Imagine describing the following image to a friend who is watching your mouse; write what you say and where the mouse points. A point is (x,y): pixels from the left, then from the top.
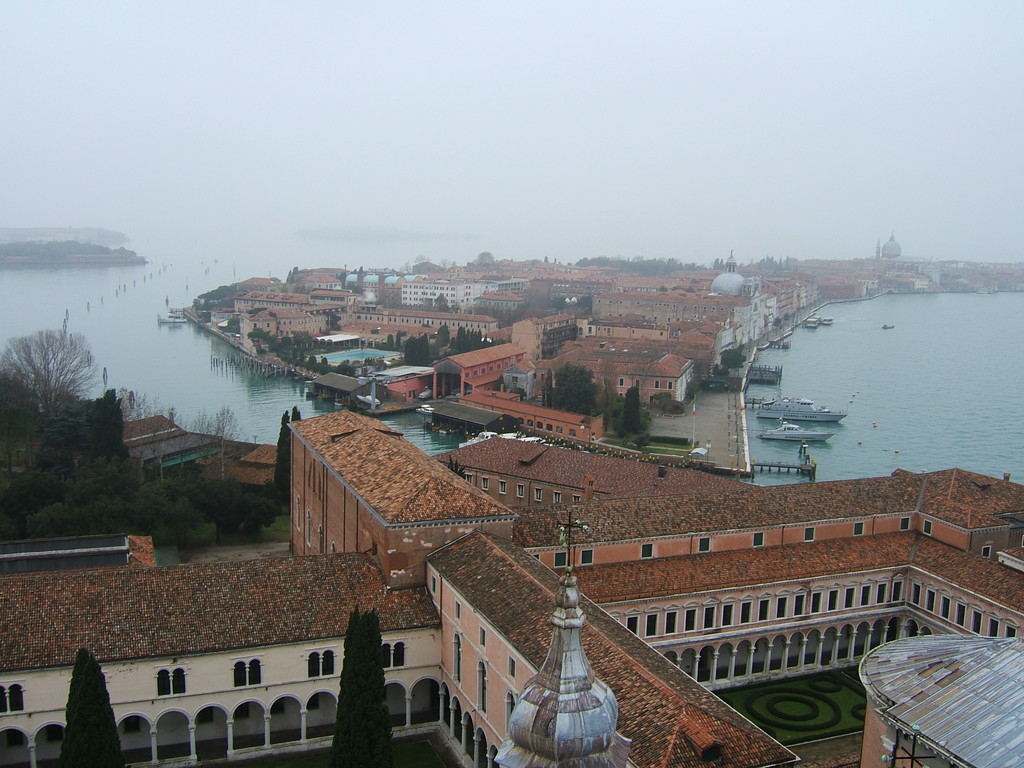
In this picture we can see some boats (793,431) in water (844,424). There are few buildings (261,566) and trees (205,499). We can see some arches (404,719) on the building (25,649).
